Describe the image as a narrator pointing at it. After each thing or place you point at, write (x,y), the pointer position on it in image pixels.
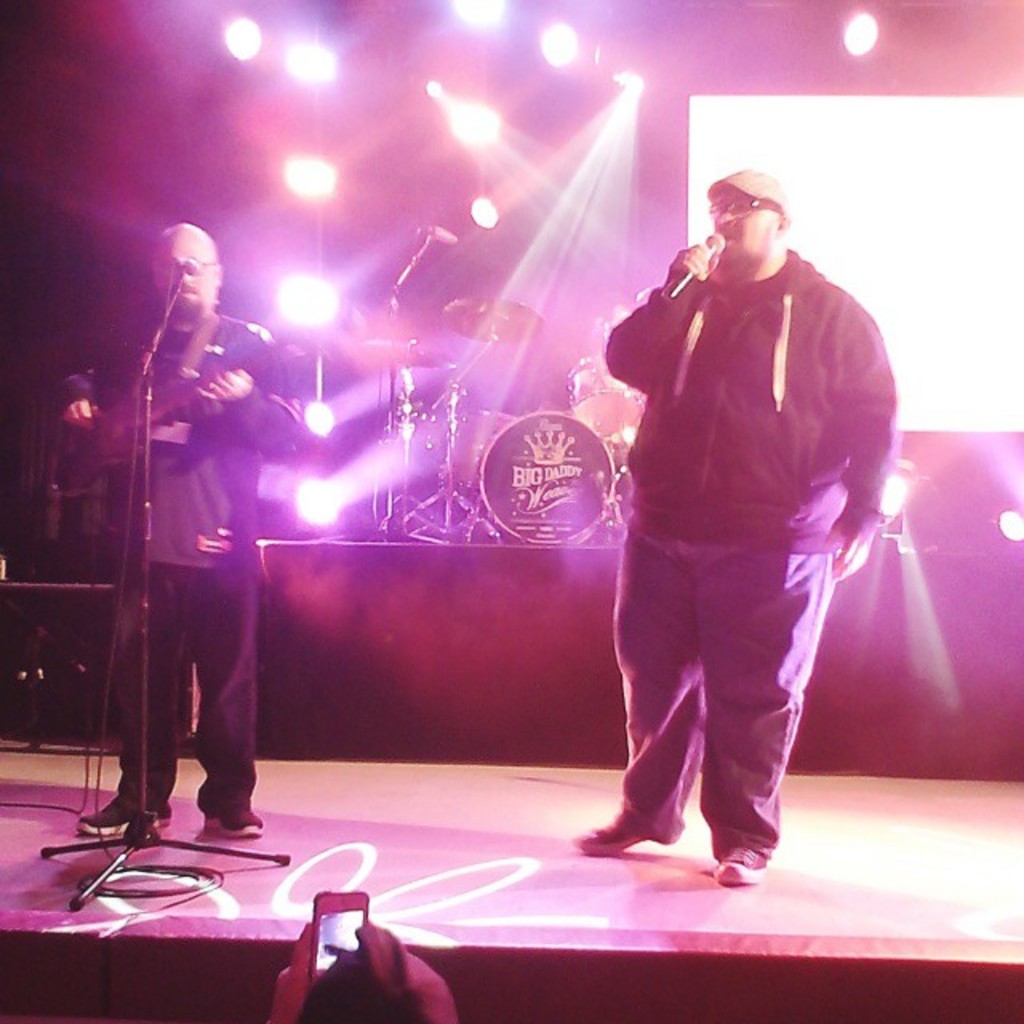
In this image I see 2 men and one of them is holding a guitar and another one is holding the mic (708,251) and they are on the stage (824,964) and I see person's hand (282,1015) and the person (293,994) is holding a mobile phone (309,959). In the background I see lights (304,184) and the drum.
